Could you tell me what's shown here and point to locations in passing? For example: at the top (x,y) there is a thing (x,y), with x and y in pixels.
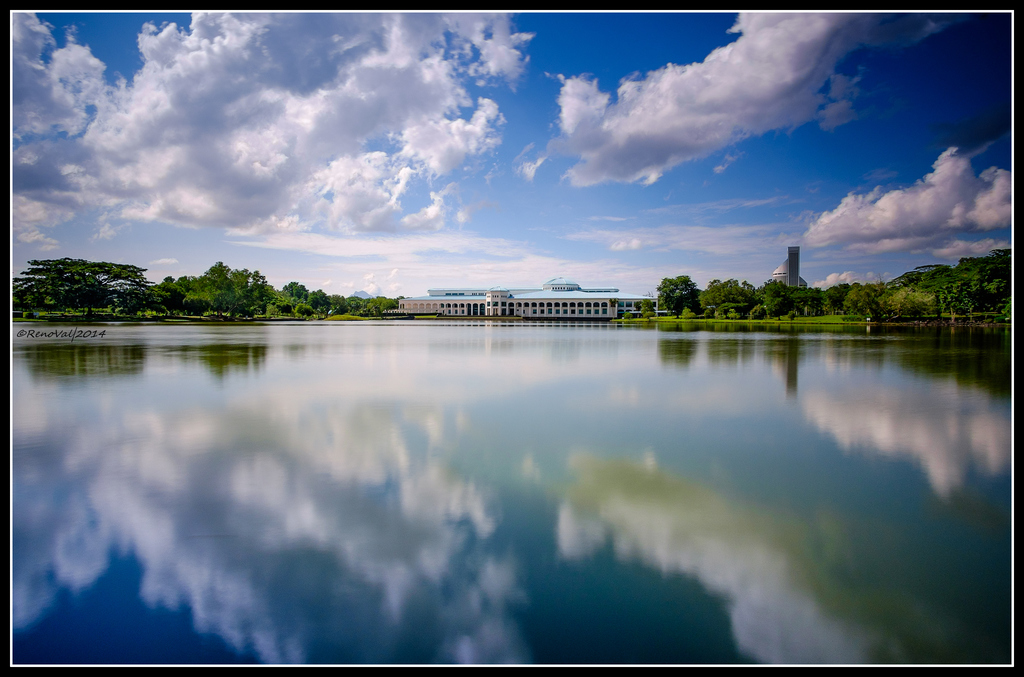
In this image, I can see a building (533,304). These are the trees (858,309). This looks like a lake (296,388) with the water (602,435). These are the clouds (645,95) in the sky (640,117). I can see the reflection (438,388) of the clouds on the water (651,449). I think this is the watermark (44,332) on the image.
